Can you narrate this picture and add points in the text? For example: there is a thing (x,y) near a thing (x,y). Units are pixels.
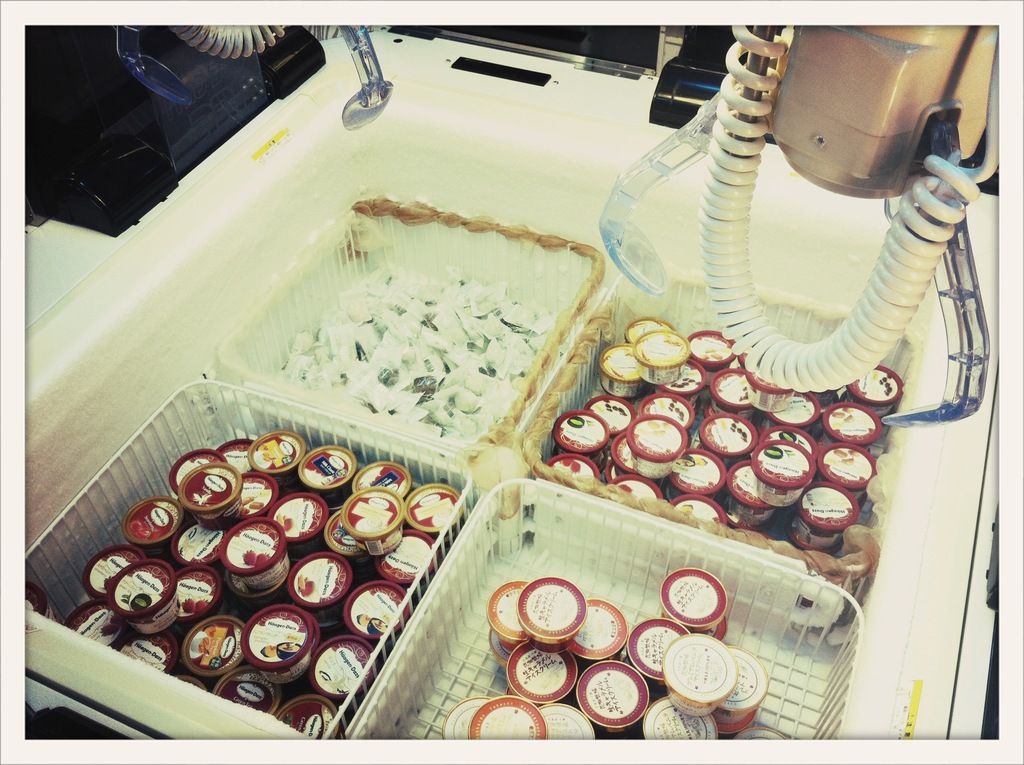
In this image I can see small containers (223,490) looking like ice cream cups (687,595) in four baskets (685,308). One among the baskets (584,282) is holding another item (432,354) than ice cream cups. These four baskets (444,291) are kept in an ice-cream refrigerator (406,55). At the top of the image (933,66) I can see some electrical devices (713,54).
